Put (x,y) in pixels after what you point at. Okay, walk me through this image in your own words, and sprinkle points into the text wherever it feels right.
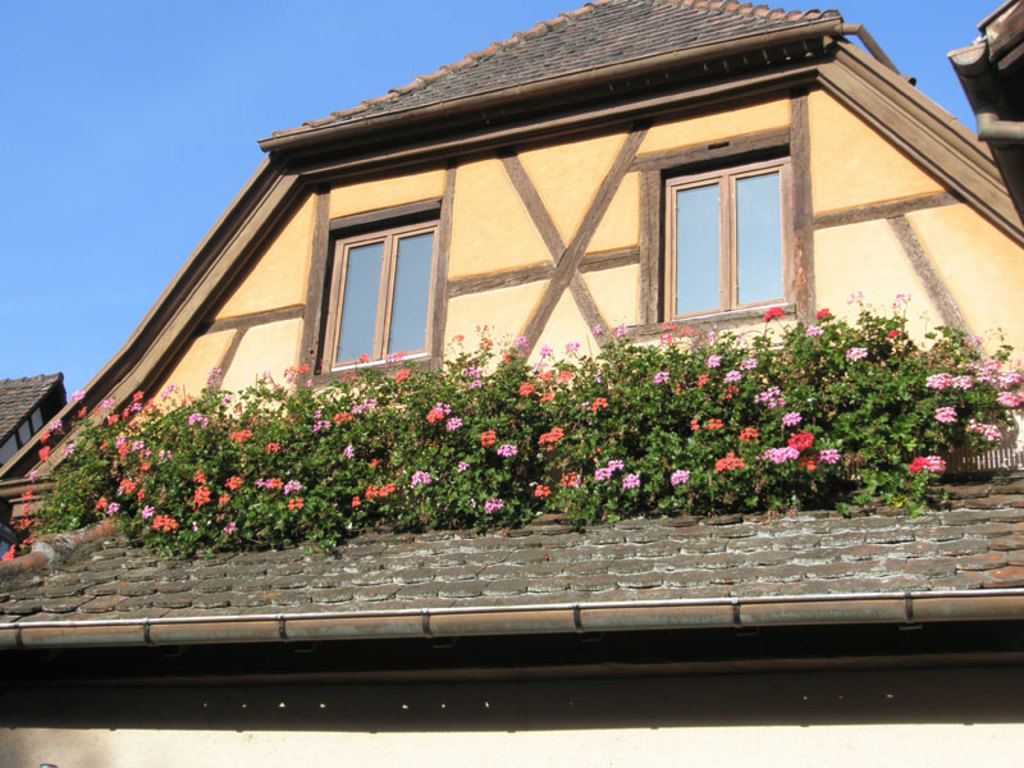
In this image we can see there is a building (518,583) and on the roof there are flowers (437,407) and plants (745,407). In the background (155,168) there is the sky (135,183).
